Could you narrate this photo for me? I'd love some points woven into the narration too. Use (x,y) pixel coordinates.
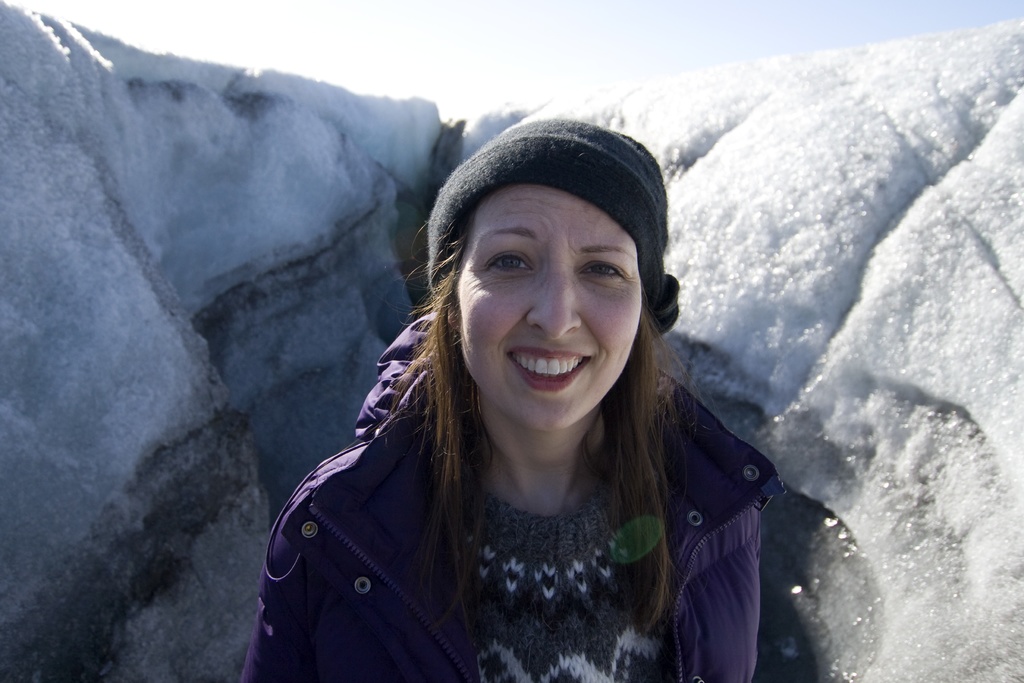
In this picture we can see a woman (437,627) wore a cap (458,217), jacket (413,630) and smiling and in the background (201,394) we can see snow (540,104), sky (416,73).
